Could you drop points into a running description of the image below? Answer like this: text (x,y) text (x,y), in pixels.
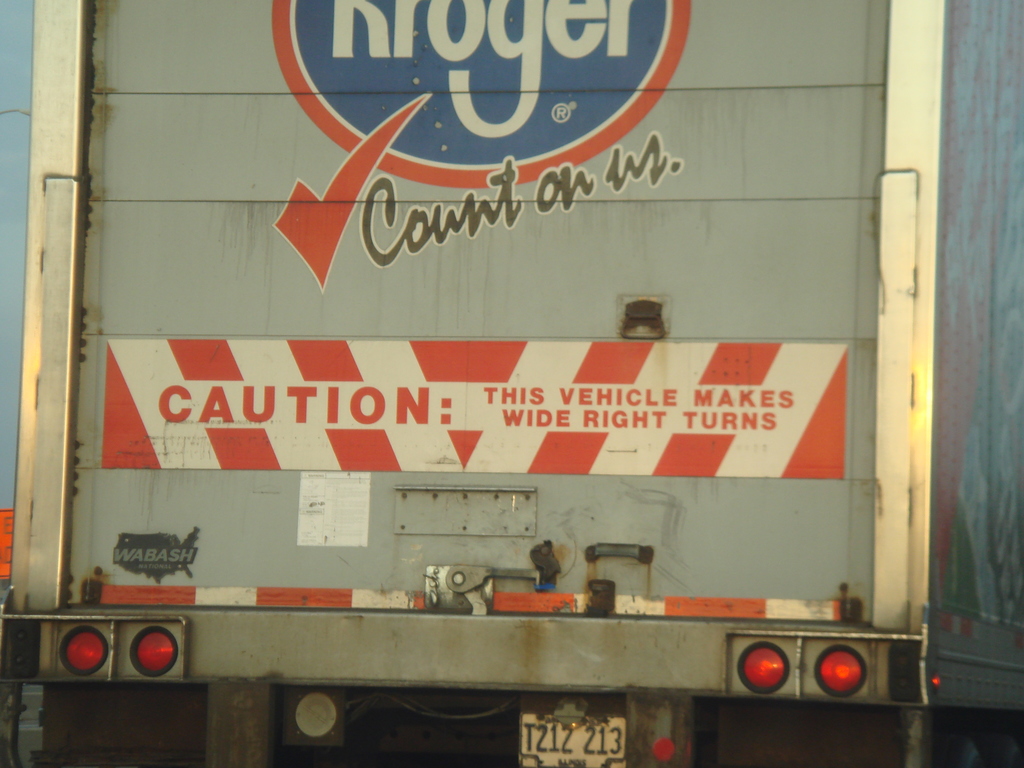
In this image I can see the vehicle (461,551) with number plate (545,744) and the lights (154,673). I can see something is written on the vehicle (165,272).
